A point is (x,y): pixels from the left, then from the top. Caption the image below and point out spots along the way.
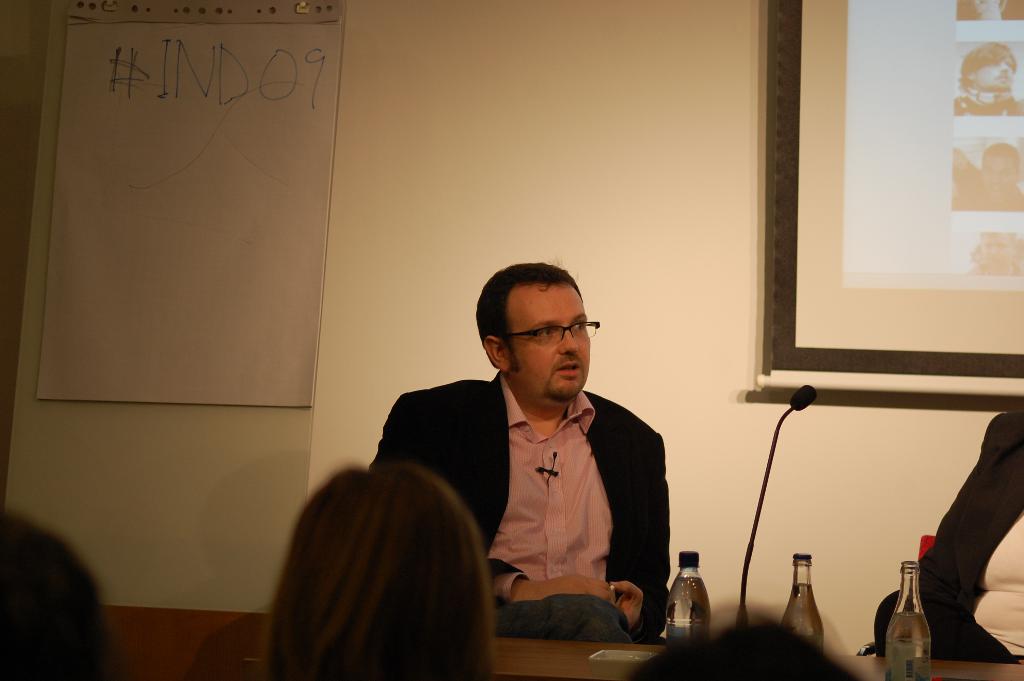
In the picture we can see a man (585,409) sitting on the chair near the table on the opposite side there are some people (27,545) sitting on chairs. On the table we can see some bottles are filled with water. In the background (686,474) we can see a wall (682,308) with a screen (933,102) and a board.
